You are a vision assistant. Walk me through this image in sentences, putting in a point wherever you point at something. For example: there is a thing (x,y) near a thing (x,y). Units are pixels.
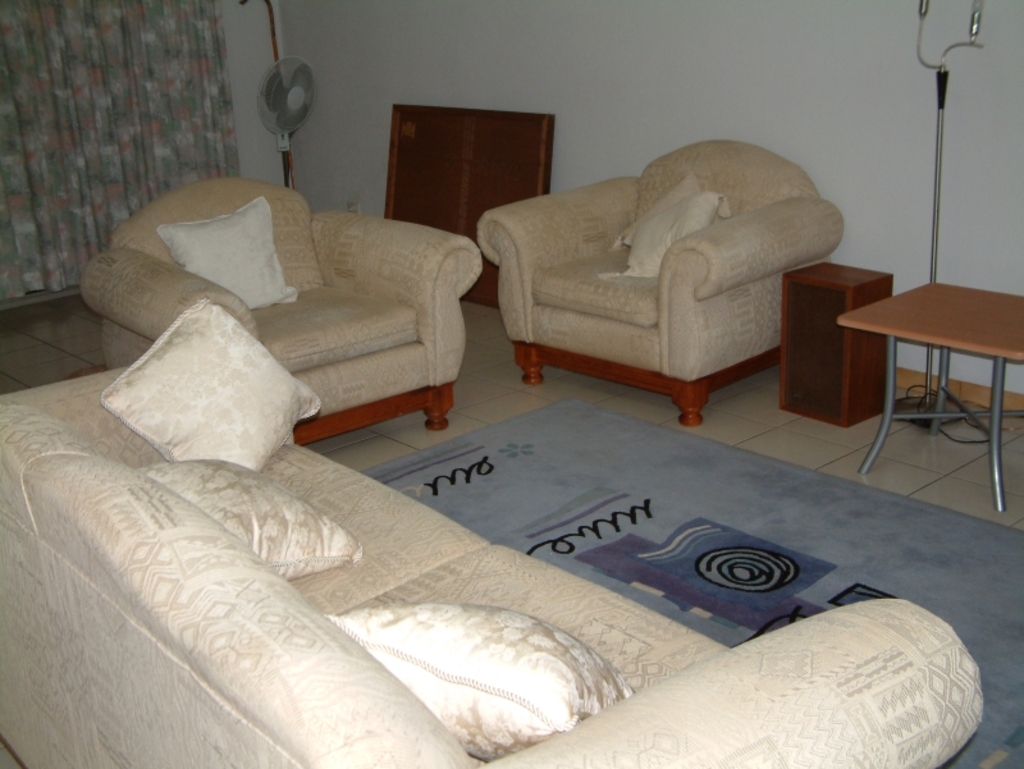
In this room (849,476) we can able to see couches (376,278) with pillows (364,624). A floor (752,445) with carpet (720,495). Beside this couch (676,307) there is a box (840,346). Beside this box (794,342) there is a table (852,316), under this table (960,349) there are cables (925,403). At the corner of the room (322,100) there is a table fan (290,104) with stand (286,153). This is curtain (100,133).
